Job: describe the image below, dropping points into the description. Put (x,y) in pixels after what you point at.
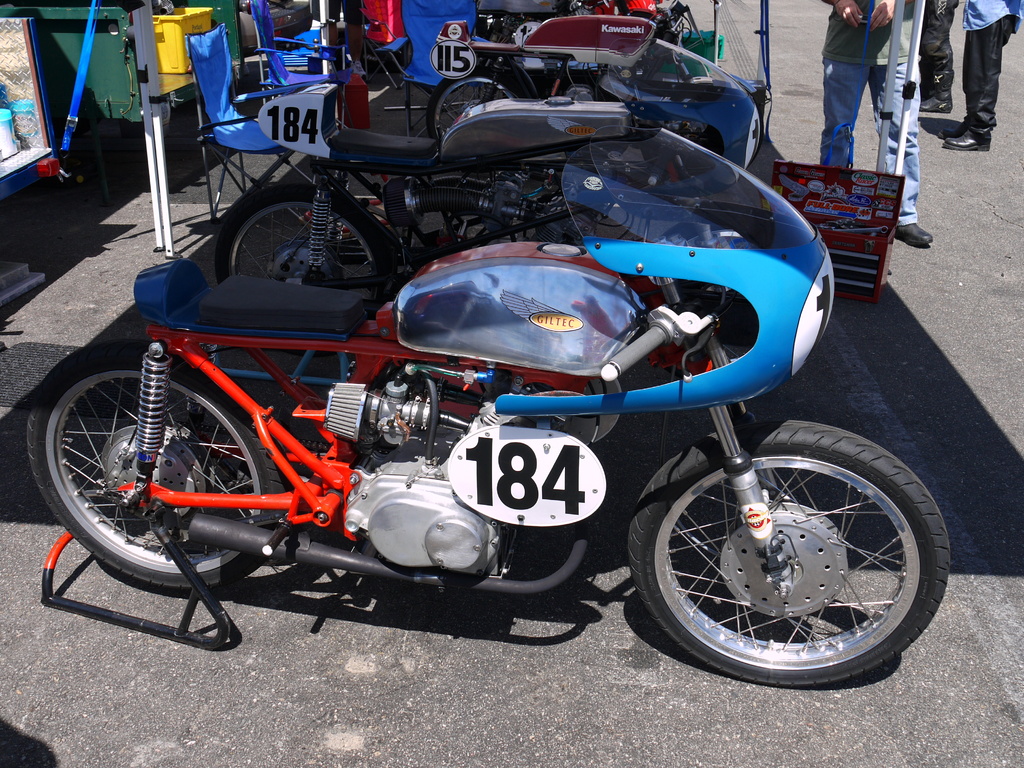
In this picture we can see motorcycles (565,279) and some people (851,103) are on the road (943,464). In the background (849,166) we can see a basket (164,38), chairs (203,120) and some objects (24,162).
